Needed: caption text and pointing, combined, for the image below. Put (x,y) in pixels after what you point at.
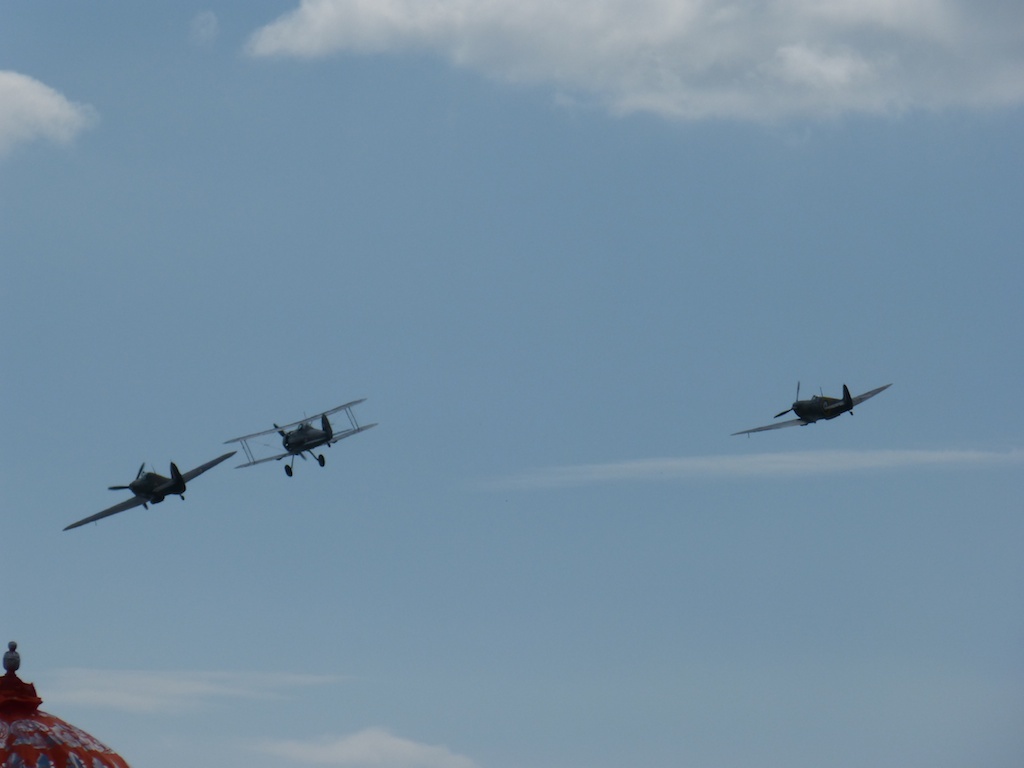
In this image, we can see airplanes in the sky (491,281) and at the bottom (31,720), there is a tip (27,707) of a building (74,739).
